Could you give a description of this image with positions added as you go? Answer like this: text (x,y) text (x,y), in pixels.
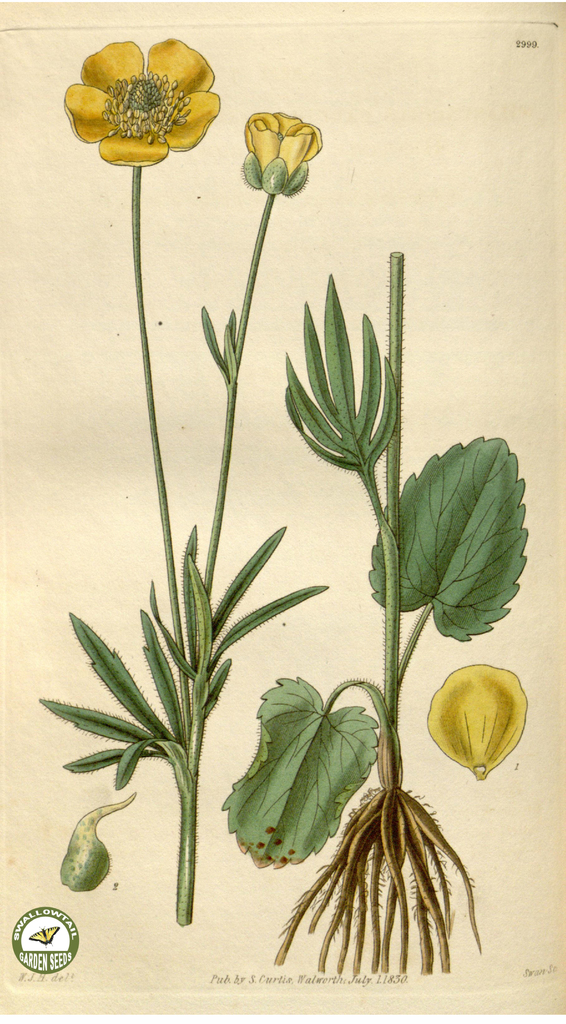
In this image we can see drawings (219,496) of plants (432,532) and flower (161,103) on a paper (448,300).
